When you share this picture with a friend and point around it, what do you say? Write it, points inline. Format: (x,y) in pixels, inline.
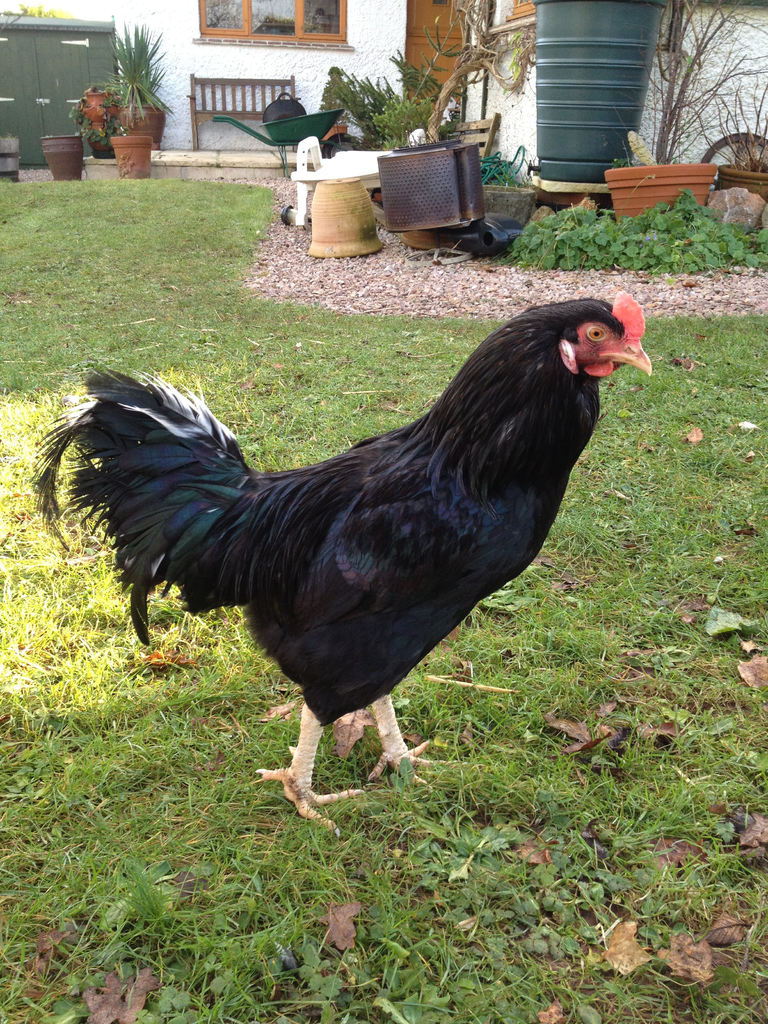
In this image I can see a black color hen (356,530) on the ground (321,901). In the background (125,116) there are some flower pots (120,141), a bench (215,104), drum (556,85) and other objects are placed and also there is a wall (352,43) along with the window (334,12) and door (421,22).
